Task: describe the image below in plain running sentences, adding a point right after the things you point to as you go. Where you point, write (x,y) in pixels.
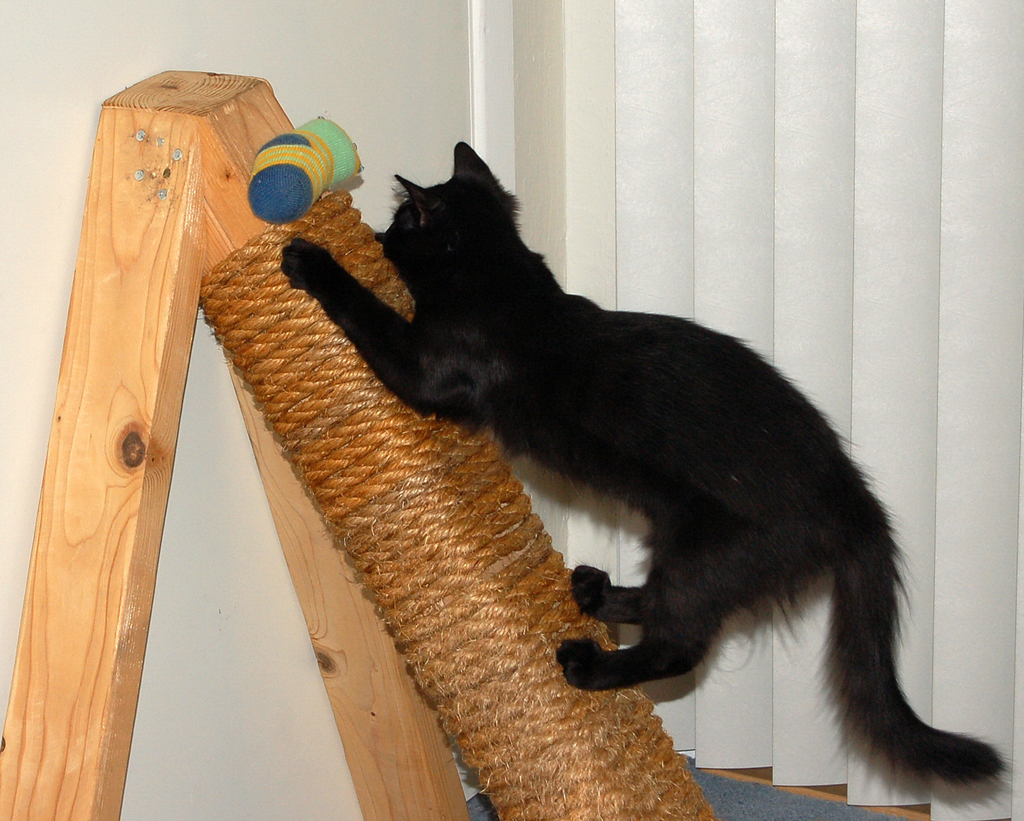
This picture might be taken inside the room (515,1). In this image, in the middle (678,497) there is a cat (673,574) climbing on the wood rod (509,696). On the right side (859,123), we can see a curtain (957,141) which is in white color. On the left side (112,95), there is a wall (391,86).
